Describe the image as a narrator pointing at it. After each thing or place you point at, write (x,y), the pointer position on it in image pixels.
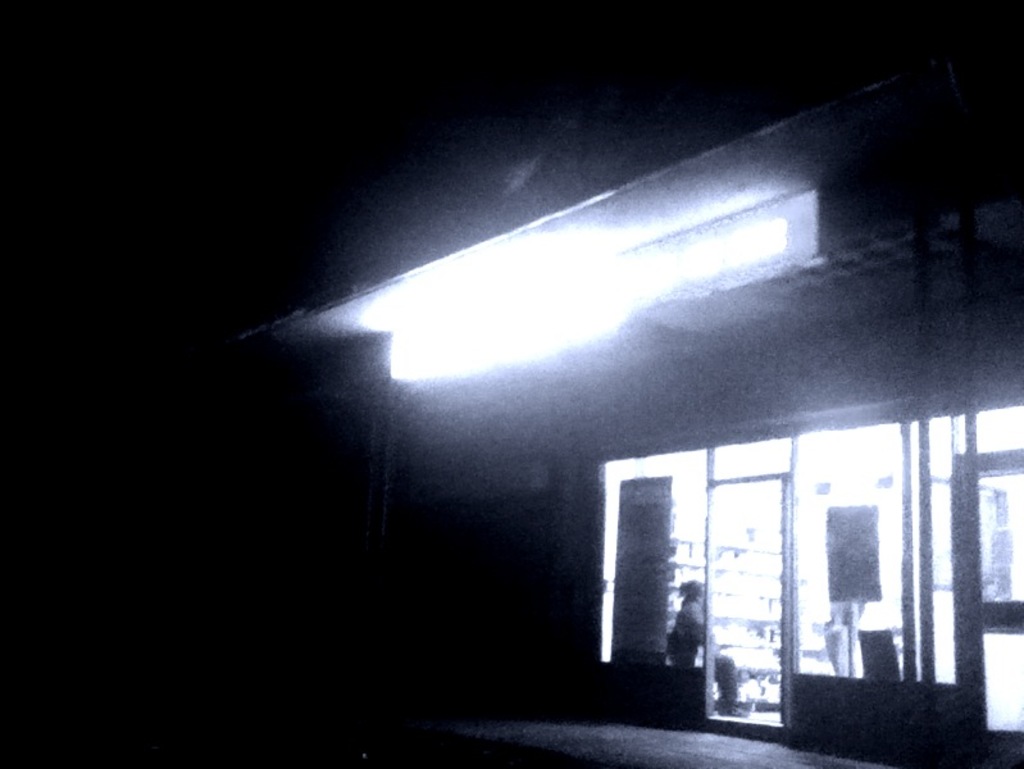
In this picture I can see there is a building (744,519) on to right (740,590) and it has a door (732,639) and there is a person (696,616) visible from the door (732,536). There is a light (596,318) and the image is blurred and into left it is dark.
